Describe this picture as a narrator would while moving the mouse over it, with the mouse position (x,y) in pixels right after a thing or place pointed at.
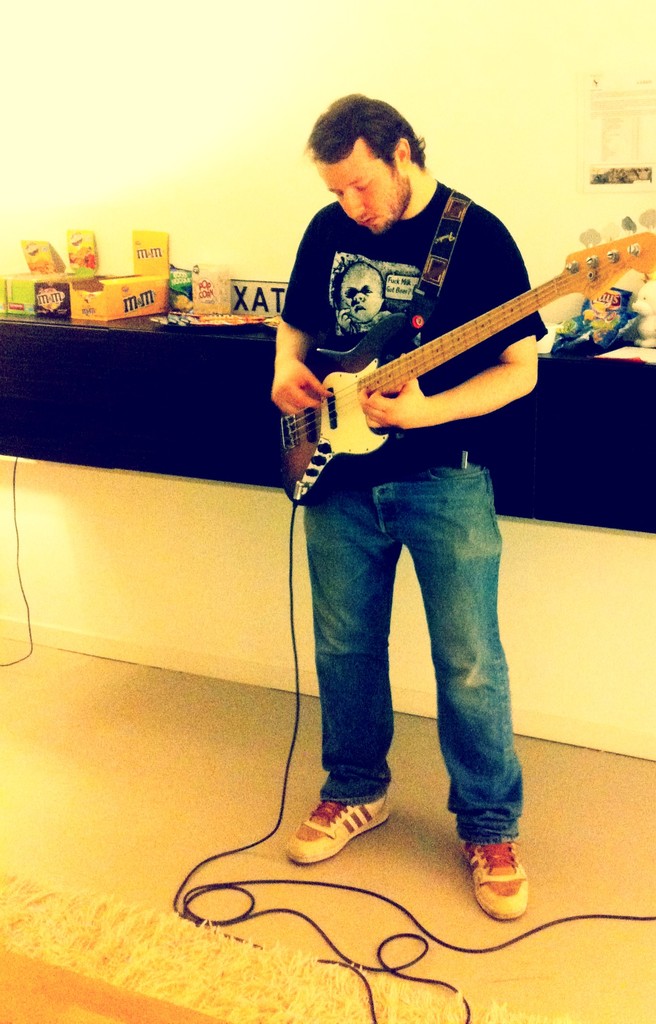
In this image I can see the person (397,294) standing and holding the guitar (359,433). The person (343,298) is wearing the black and blue color dress (338,659). In the background (273,292) I can see some boxes (120,282), toy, board (266,306) and food stuff (207,287) on the black color surface (92,334). I can also see the wall (131,128) in the back (119,132).
